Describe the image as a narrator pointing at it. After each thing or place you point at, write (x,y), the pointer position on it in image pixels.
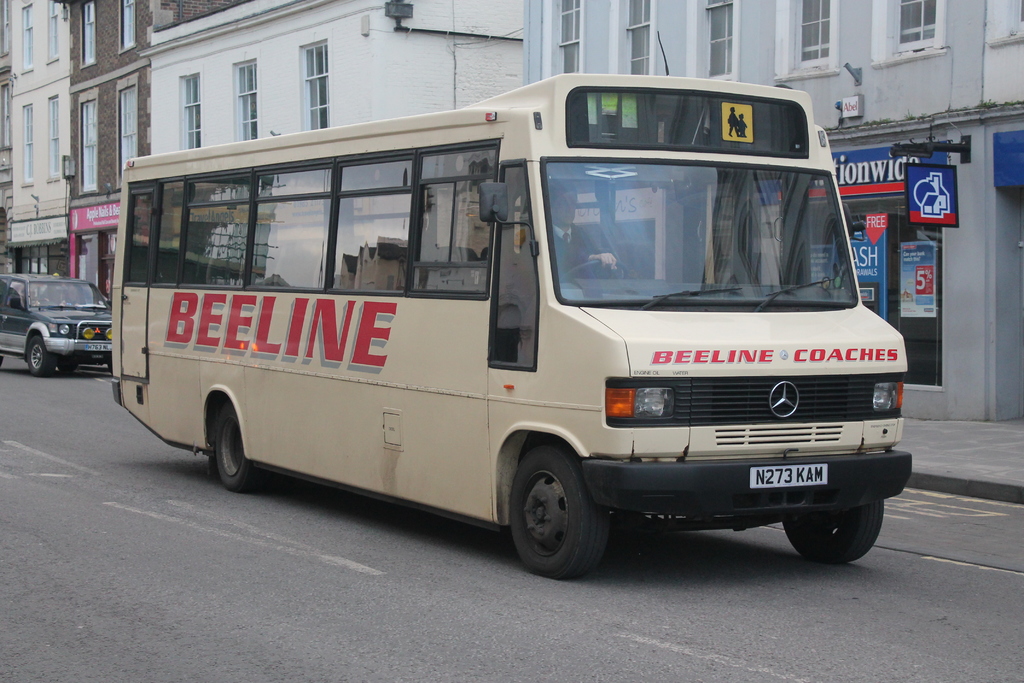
This picture is clicked outside. In the center (352,229) we can see the vehicles (270,352) seems to be parked on the road (582,583). In the background (660,14) we can see the buildings (210,94) and the windows (321,66) of the buildings (43,226) and we can see the text (877,170) on the buildings (964,268) and we can see some other objects (965,136).
